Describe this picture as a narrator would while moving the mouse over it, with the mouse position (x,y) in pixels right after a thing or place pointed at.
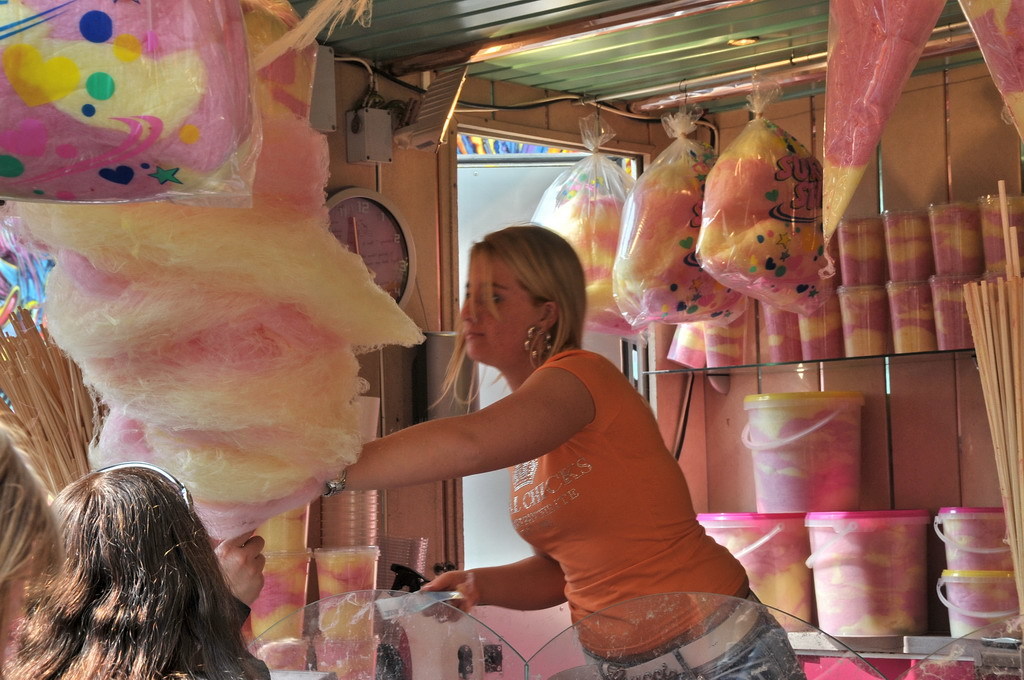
In this image there is a woman (624,484) standing. Behind her there are glass shelves (938,353). There are packets (808,228) and jars (851,311). There is food (772,315) in the jars (886,532). In the center (392,249) there is a clock (385,222) on the wall (397,196). Above to it there is a light (428,114). To the left (115,118) there is the candy (112,117) in the packet (169,147). In the bottom left (120,500) there are heads (95,615) of persons (88,618).
